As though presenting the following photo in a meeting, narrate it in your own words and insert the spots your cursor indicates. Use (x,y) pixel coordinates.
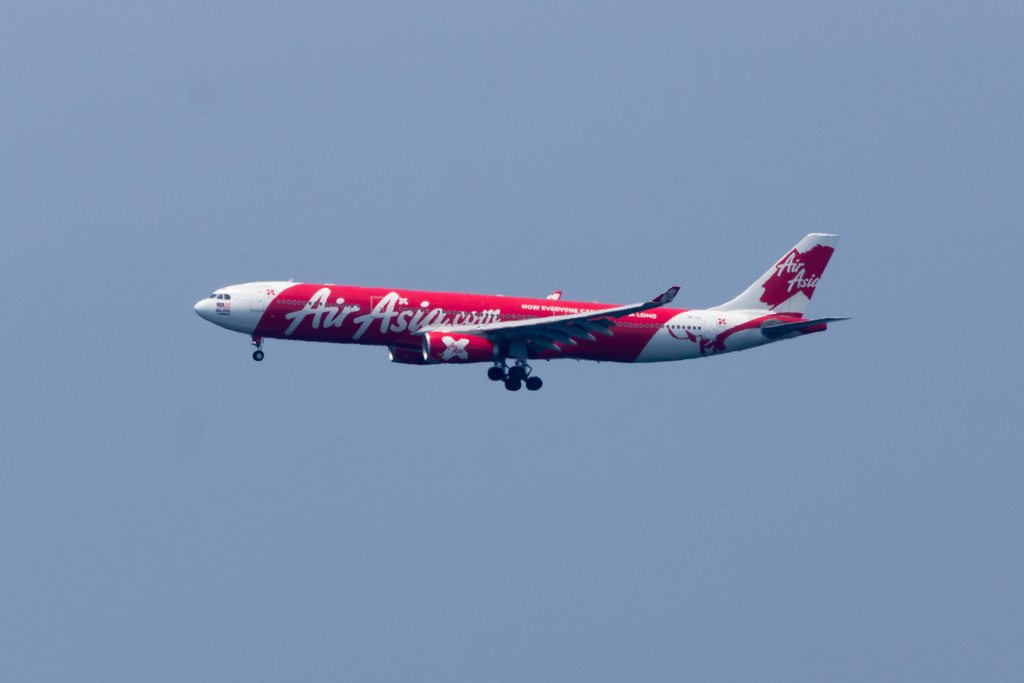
In the center of the image (470,356), we can see an aeroplane (261,310). In the background (417,392), there is sky (697,381).
